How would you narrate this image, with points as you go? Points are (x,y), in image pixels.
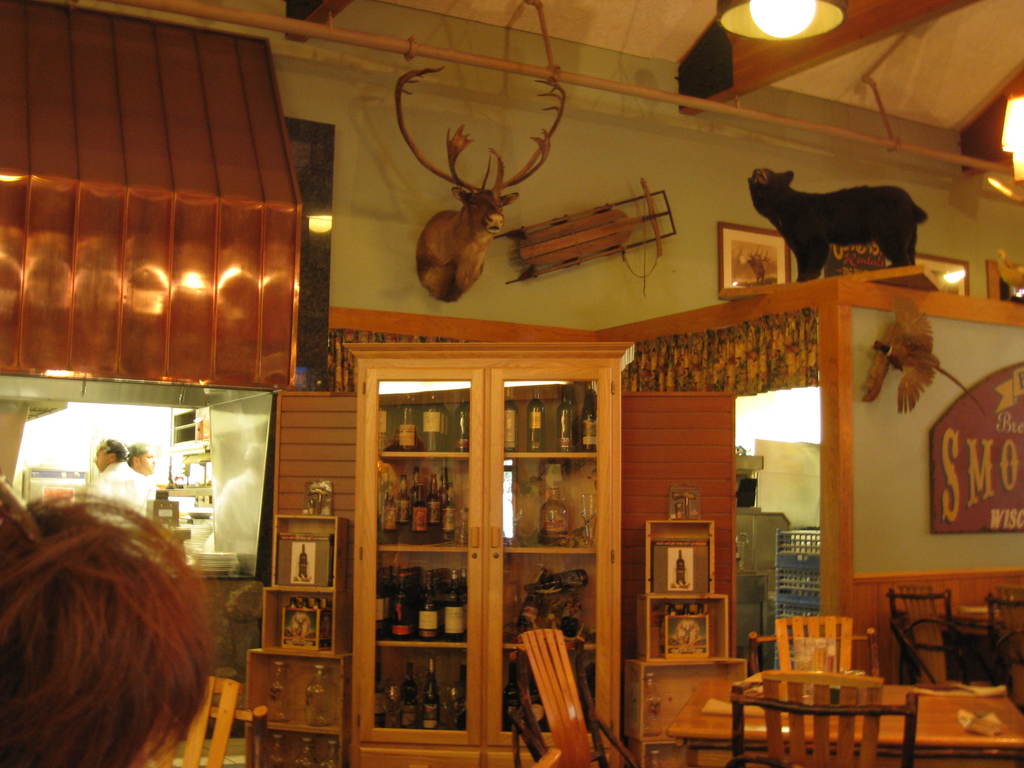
In this picture we can see the table (757,733), cupboard (511,745), chairs (922,626), name board (949,448), lights (746,14), statues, bottles (443,477) on racks (438,456), frames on the wall (515,290), curtains (698,354), some objects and in the background (140,475) we can see two persons (108,470).
